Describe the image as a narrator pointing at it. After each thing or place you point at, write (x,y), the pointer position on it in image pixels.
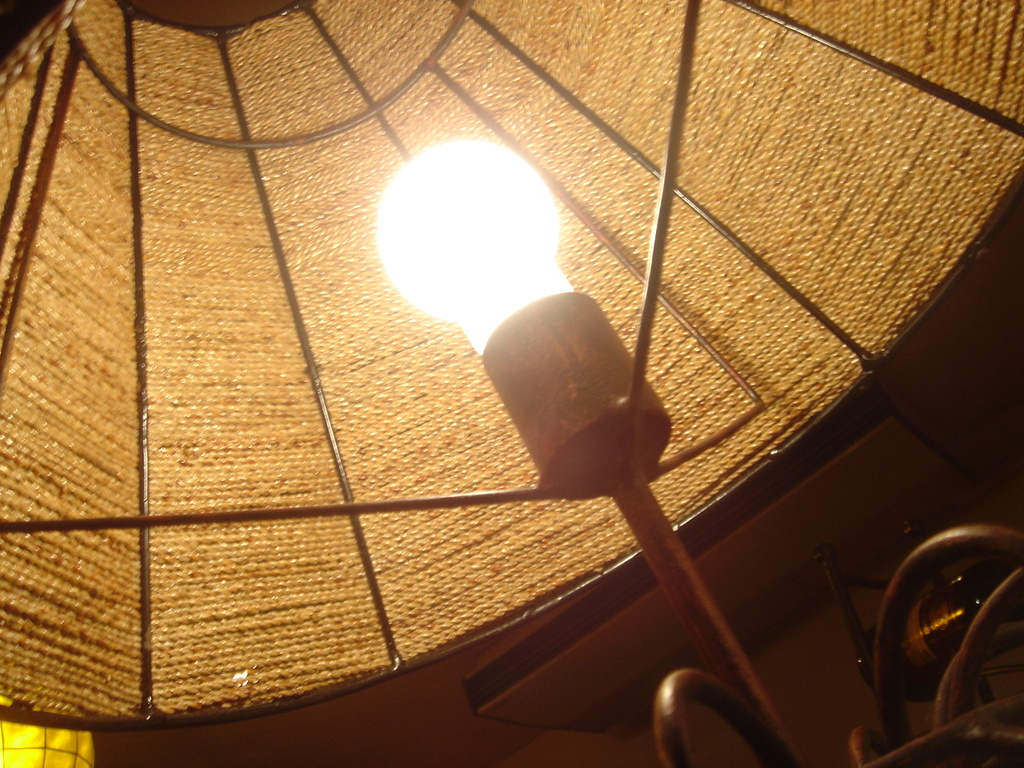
In this picture we can see a lamp (42,641), yellow color object (29,766) and a few objects (933,748) on the right side (916,751).
